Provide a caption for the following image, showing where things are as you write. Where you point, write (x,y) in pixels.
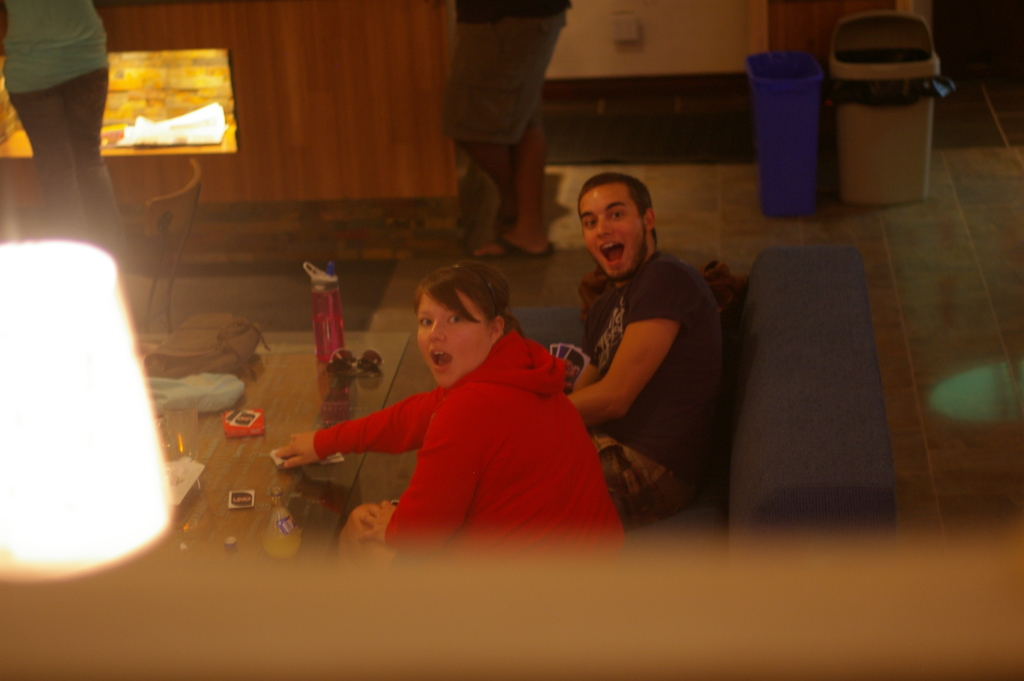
In the center of the image (517,379) there are two people (661,436) sitting on the sofa (750,413) before them there is a table (248,476). We can see a bottle (338,314), some toys (250,432), bag (201,363) and a glass (185,448) which are placed on the table (310,429). In the background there are people (83,206) standing. We can also see some bins (838,92).
